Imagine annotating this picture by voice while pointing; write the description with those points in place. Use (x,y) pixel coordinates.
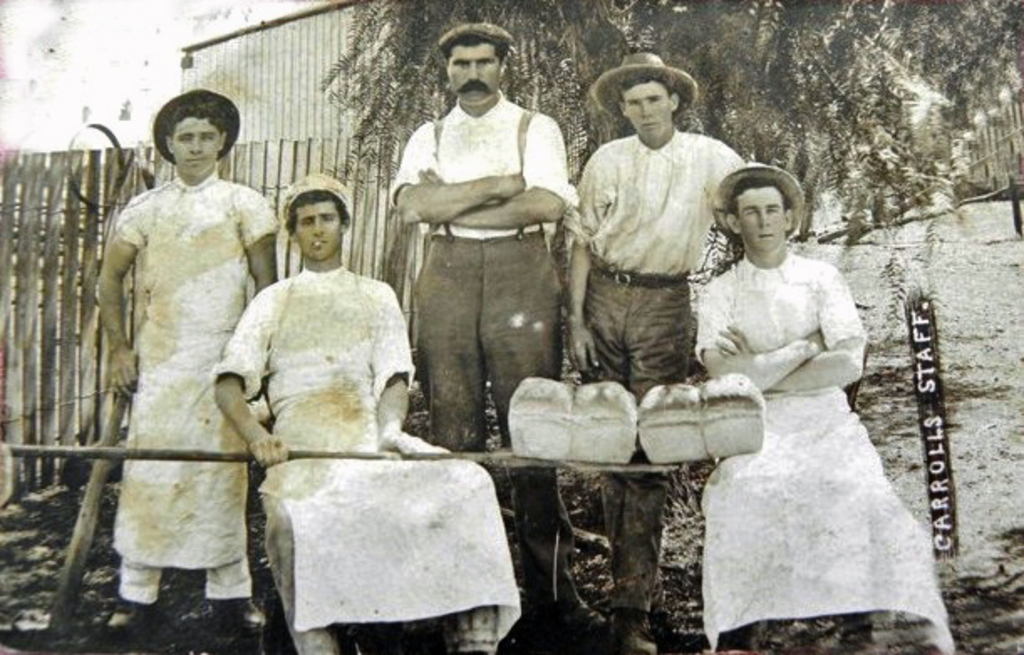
In the picture I can see the photograph (167,290) in which I can see two persons (335,381) sitting and three persons (532,311) are standing. In the background (23,282), I can see the fence (48,399), trees (363,58) and house (284,97). Here I can see watermark (933,495) on the right side of the image (925,397).
